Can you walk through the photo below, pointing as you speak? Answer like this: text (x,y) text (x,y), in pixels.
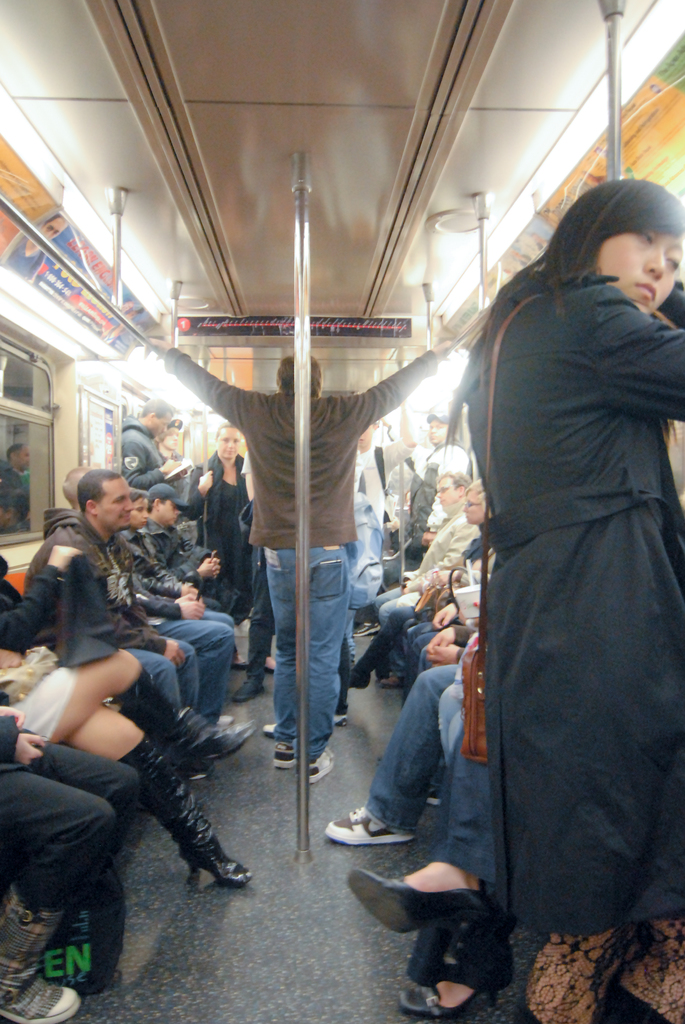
In the image we can see the internal structure (10,572) of a vehicle (314,301). In it we can see there are people (250,586) sitting and some of them are standing, they are wearing clothes (278,622) and some of them are wearing shoes (362,634) and carrying bags (375,593). Here we can see the floor (282,959), poles (300,378), lights (460,374) and the window (28,507).
